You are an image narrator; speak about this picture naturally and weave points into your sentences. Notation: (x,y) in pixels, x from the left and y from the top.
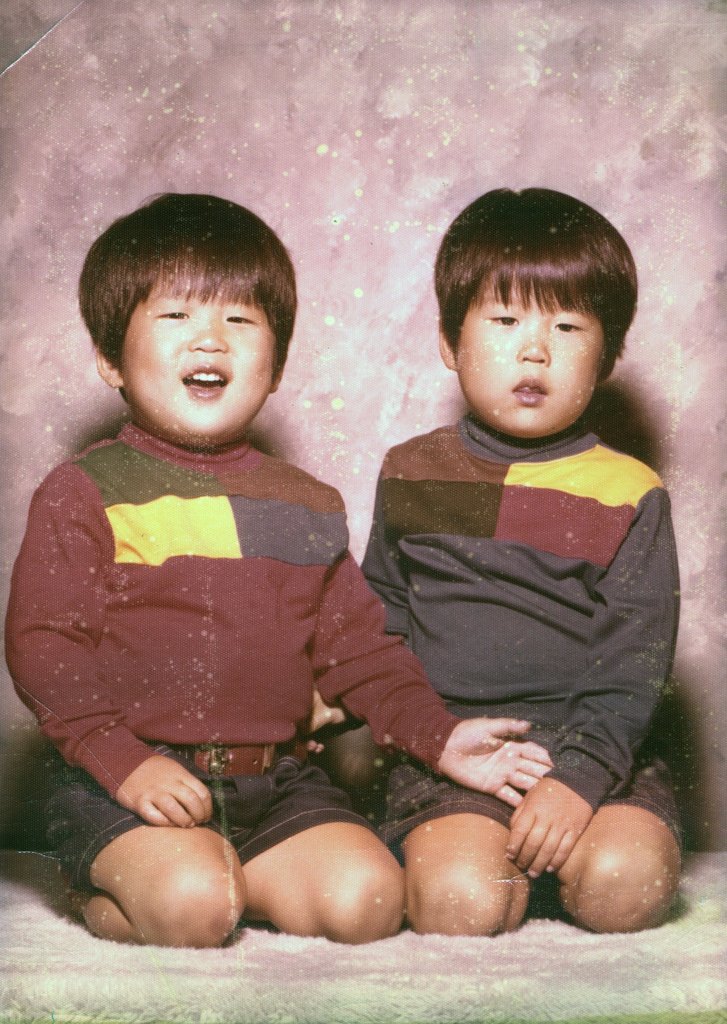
In the center of the image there are two boys (612,288) sitting on the carpet (30,940). In the background of the image (289,49) there is wall (229,49).
